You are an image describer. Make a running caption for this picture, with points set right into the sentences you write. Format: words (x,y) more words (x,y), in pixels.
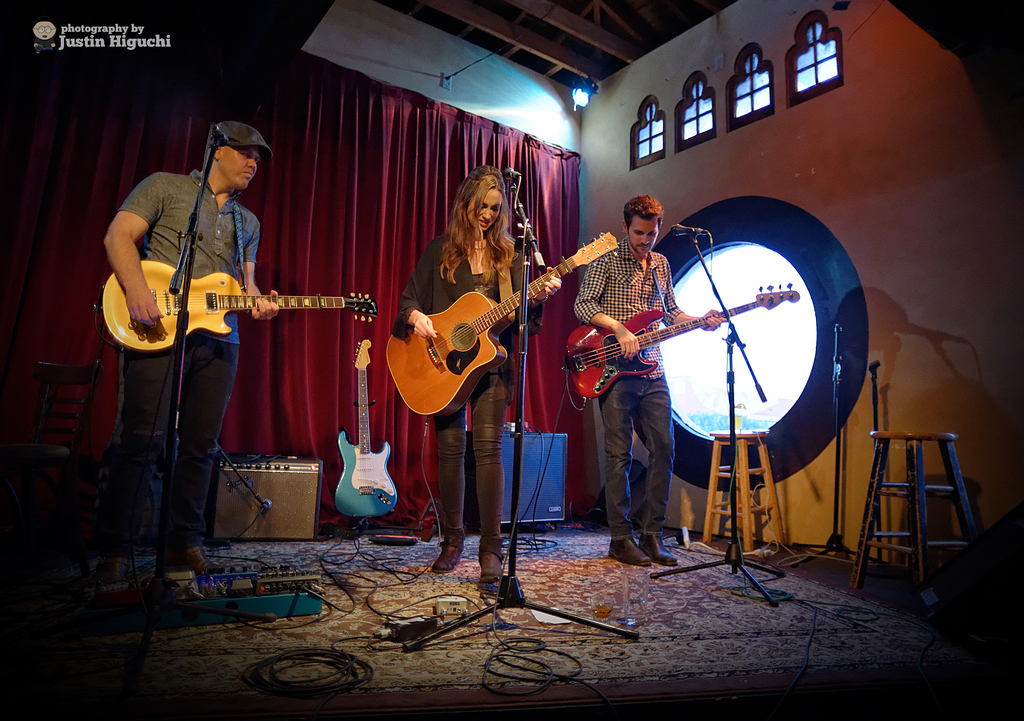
In this picture we can see three persons (443,436) standing on the floor (600,527). They are playing guitars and these are the mikes (214,131). On the background (416,171) there is a curtain (416,171). And this is wall (864,285).
